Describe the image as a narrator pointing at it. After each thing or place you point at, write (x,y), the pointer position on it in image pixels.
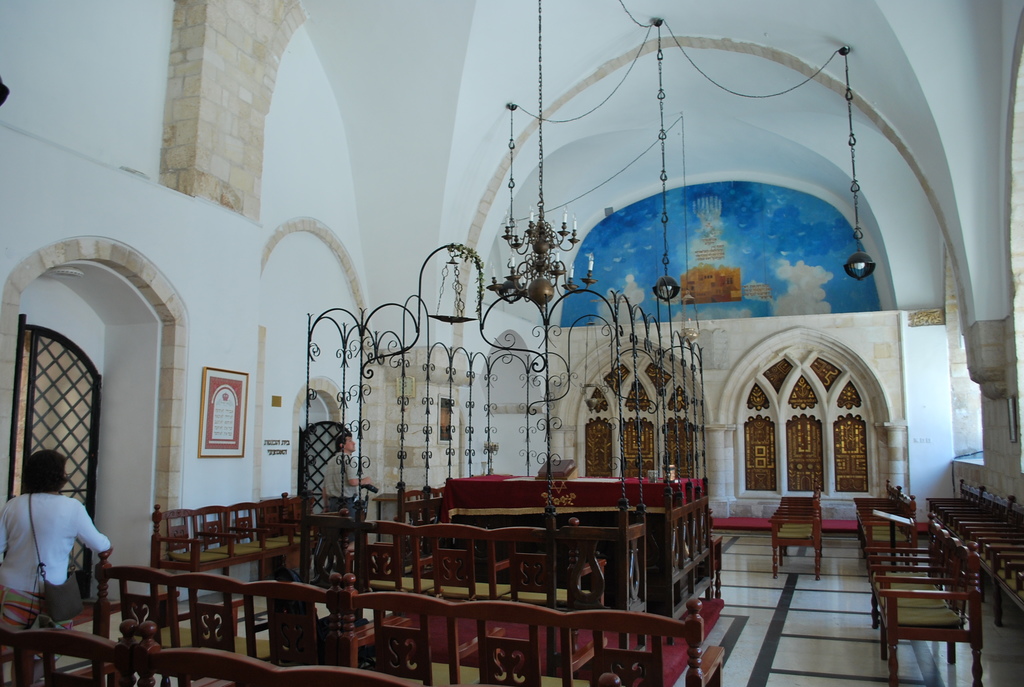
On the left side of the image (65,531) we can see one person (31,557) standing and wearing a bag (49,589). In the background (342,494) there is a wall (318,408), fence (308,404), banner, photo frames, attached chairs (620,649), doors (36,423), one person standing and holding some object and a few other objects (535,509). And we can see some design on the glass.
